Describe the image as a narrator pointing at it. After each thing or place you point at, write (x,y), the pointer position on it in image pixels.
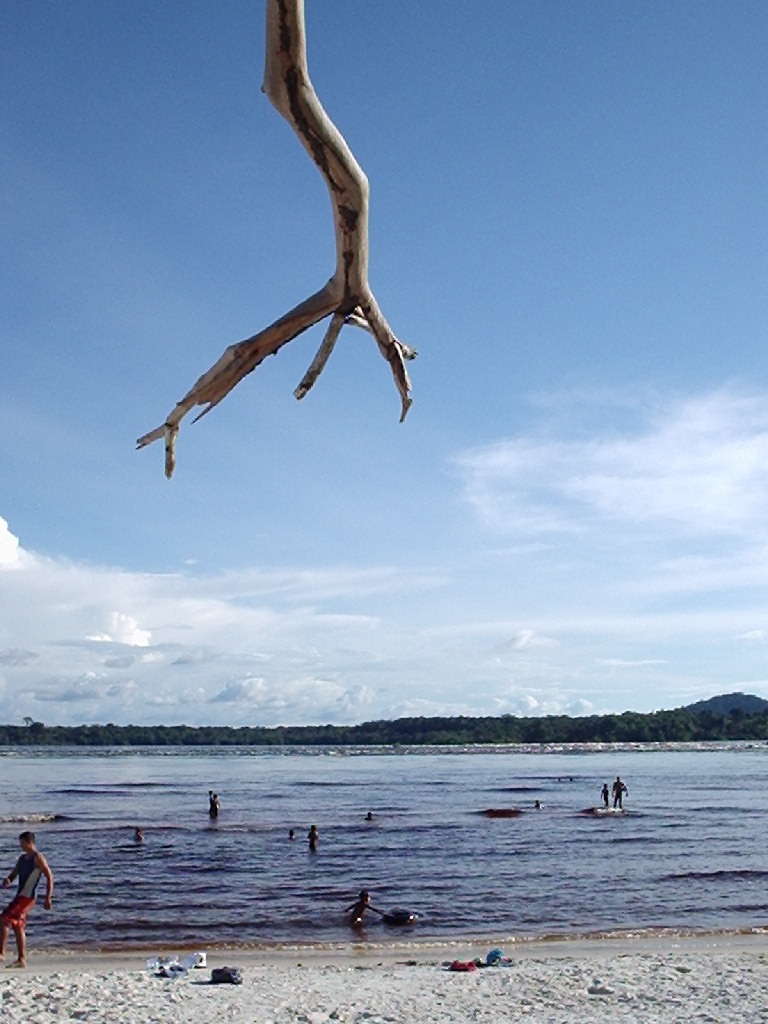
In this image on the left (47,885) there is a man (20,881), he wears a t shirt (23,892), trouser (17,916). In the middle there are many people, water (472,830), waves (465,810), hills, sand (624,968), clothes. At the top (305,267) there are clouds (253,636), sky (482,253), stick (329,177).
